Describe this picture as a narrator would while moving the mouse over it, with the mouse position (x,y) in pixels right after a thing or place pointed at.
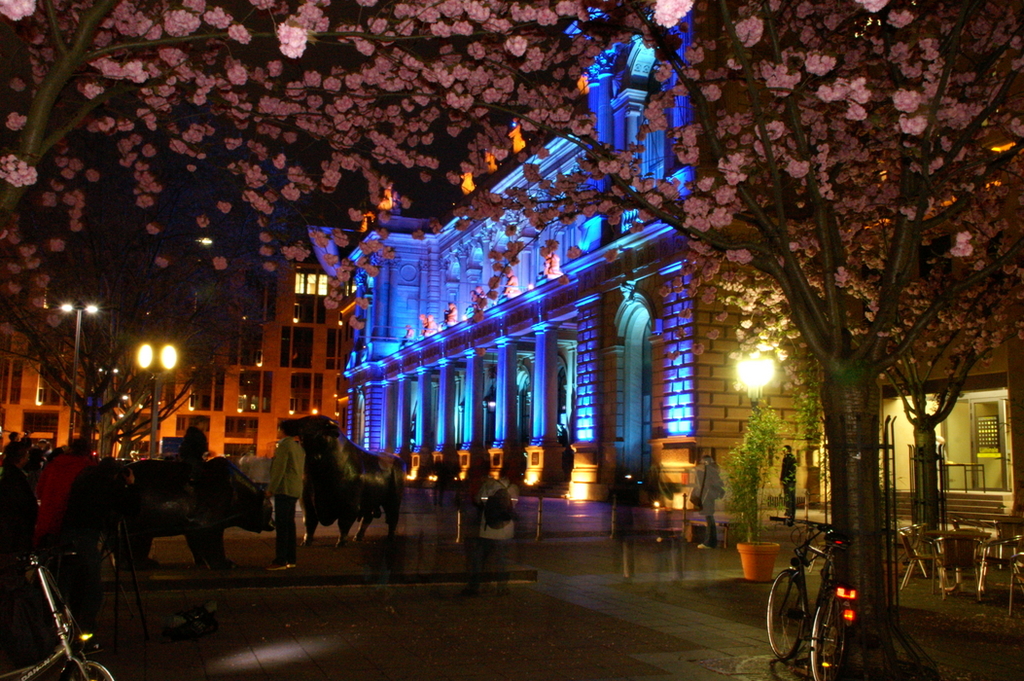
In this picture there are trees (374,98) at the top side of the image (498,133) and there are buildings (521,317) in the center of the image (560,336), there are bicycles (821,589) on the right (832,620) and left side of the image (53,581).
